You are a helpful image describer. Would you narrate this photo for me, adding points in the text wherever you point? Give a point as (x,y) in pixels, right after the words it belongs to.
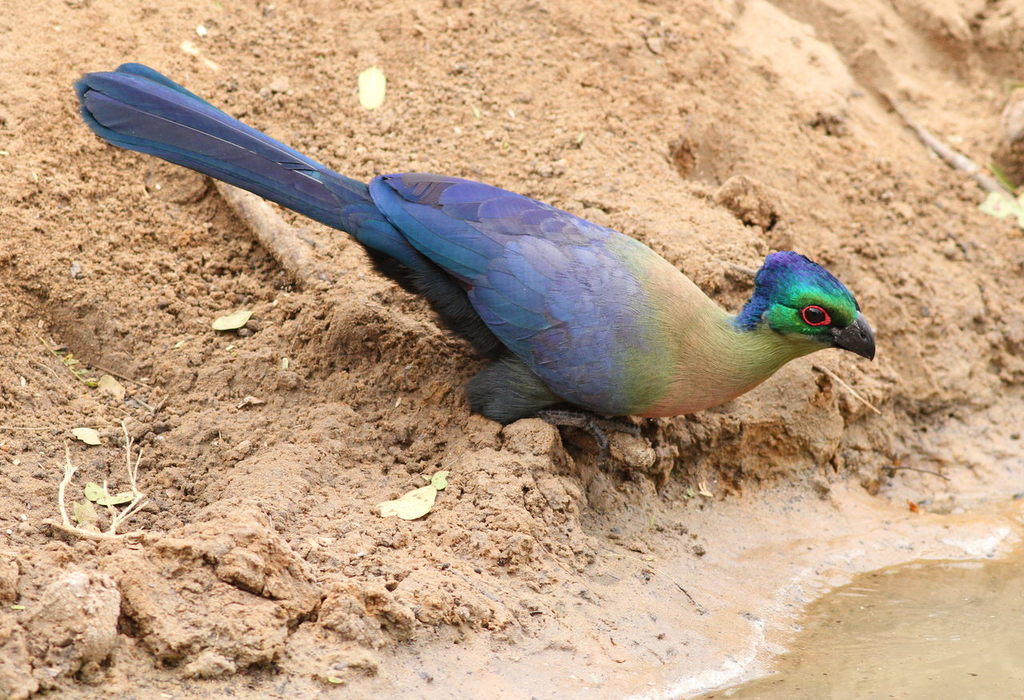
In this image I can see the bird (488,275) which is in blue, green, cream and red color. It is on the mud (412,466). To the side I can see the water (828,624).
